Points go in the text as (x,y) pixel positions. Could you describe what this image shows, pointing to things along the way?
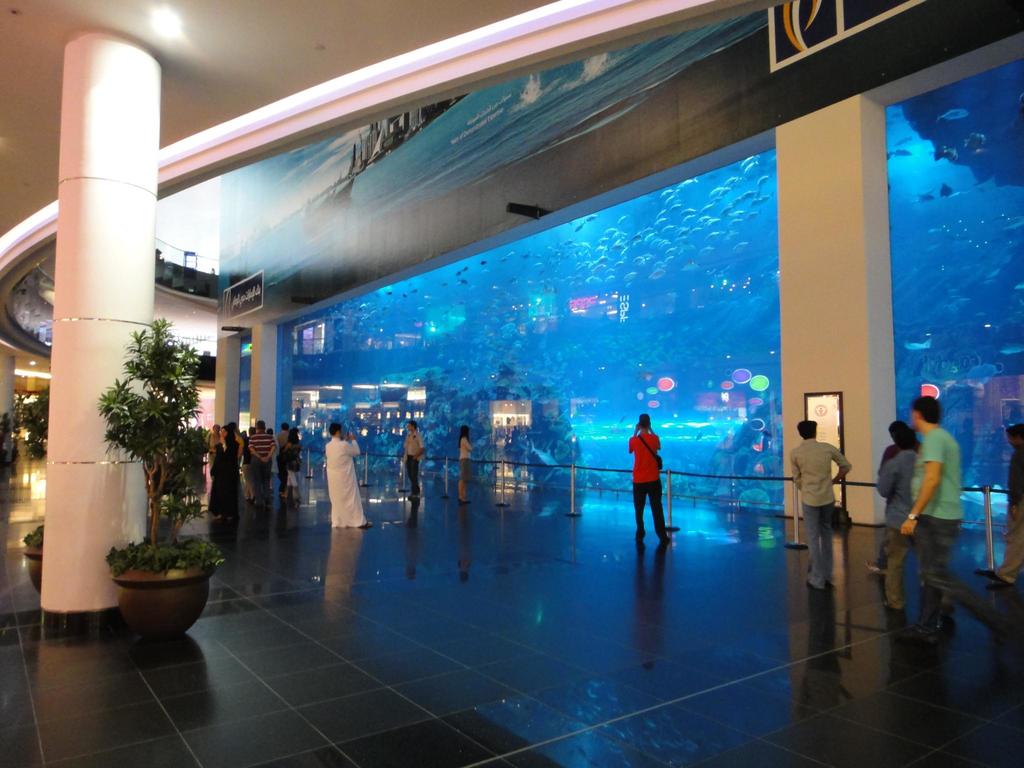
In this image, there are groups of people (233,496) standing on the floor (468,599). On the left side of the image (158,532), there is a pillar (105,443) and two flower pots (149,573) with plants (31,538). I can see an aquarium (472,346) with fishes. At the top of the image (682,140), I can see a board (826,64).
